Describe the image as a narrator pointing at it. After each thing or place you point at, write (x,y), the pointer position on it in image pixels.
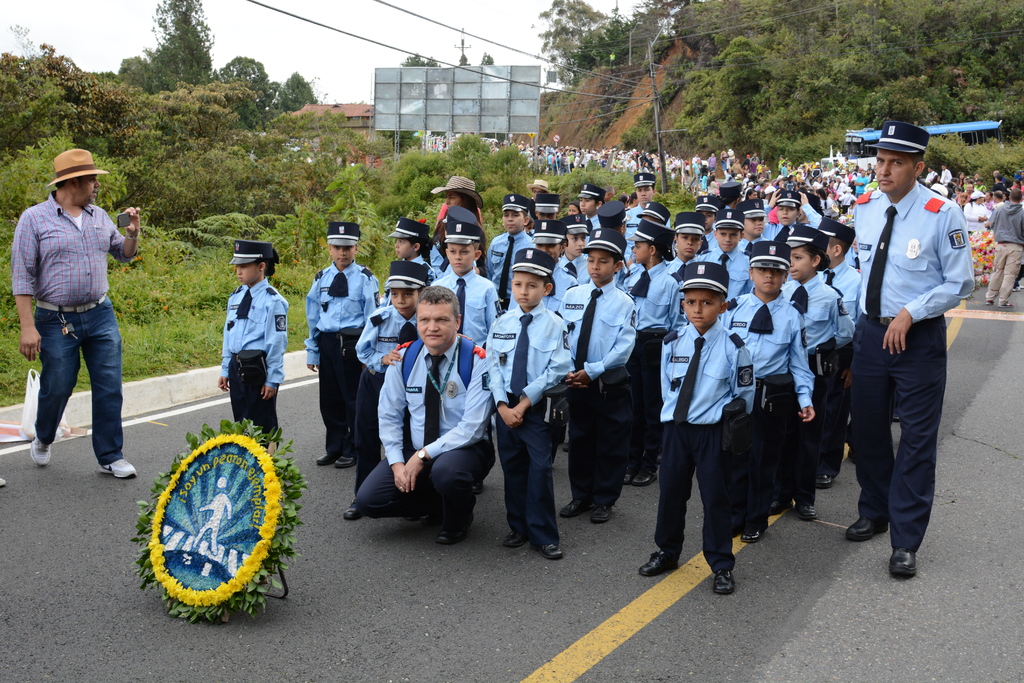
In this picture we can see a group of people (417,484) standing on the road (597,675), shield (191,543), trees (179,149), plastic cover (34,411), hoarding (488,87), wires (446,64) and in the background (479,51) we can see the sky (427,43).
